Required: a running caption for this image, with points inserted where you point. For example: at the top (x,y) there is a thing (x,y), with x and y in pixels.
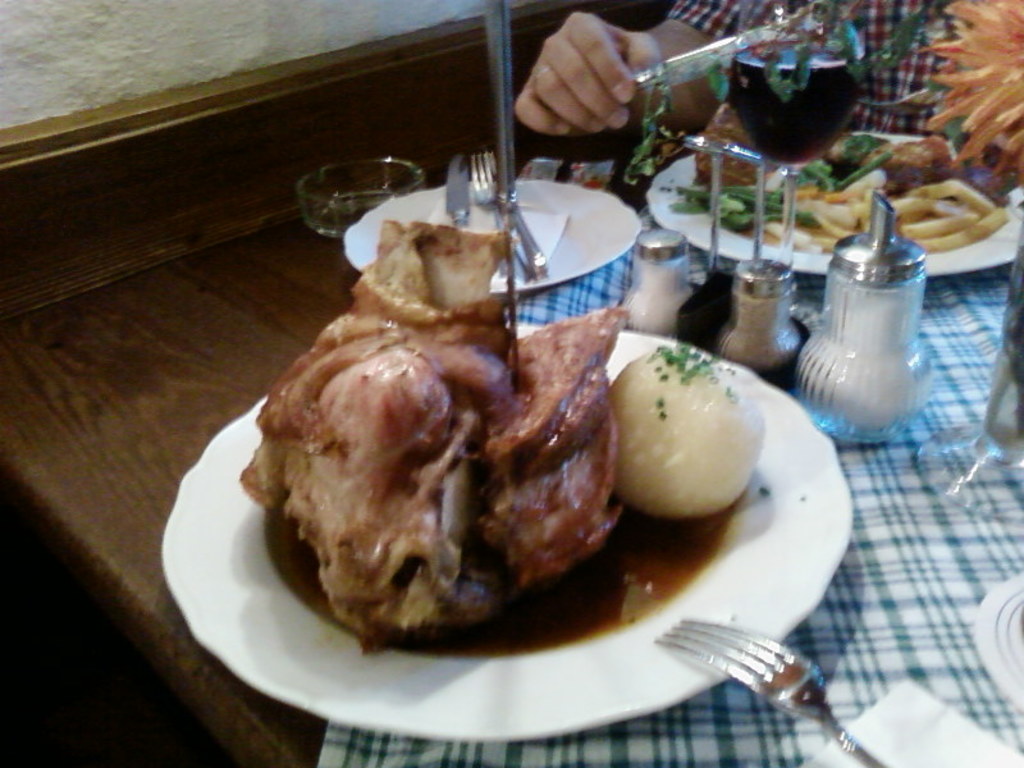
In this picture we can see plates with some food items (522,430) on the table (45,477) and on the table (72,429) there is a cloth (615,766), fork (811,712), tissue (902,704), glasses (1002,406), knife (514,212) and other things (761,325). Behind the table (923,321) there is a person (885,71) holding an object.
